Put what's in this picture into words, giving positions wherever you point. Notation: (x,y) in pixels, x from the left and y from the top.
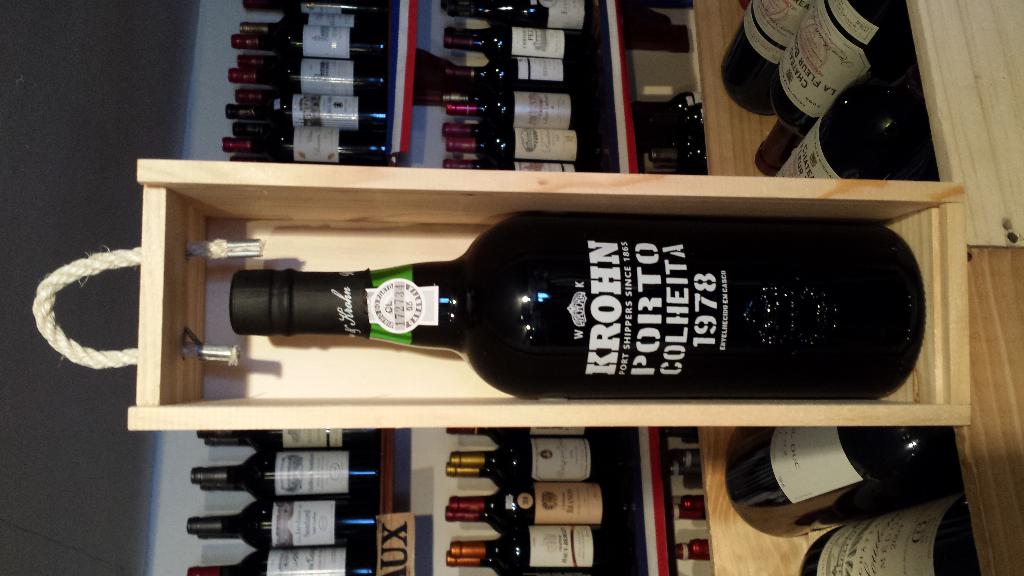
In these wooden boxes (207,184) there are bottle (519,317). Background (351,505) there are bottles (466,505) in a rack (407,492).
